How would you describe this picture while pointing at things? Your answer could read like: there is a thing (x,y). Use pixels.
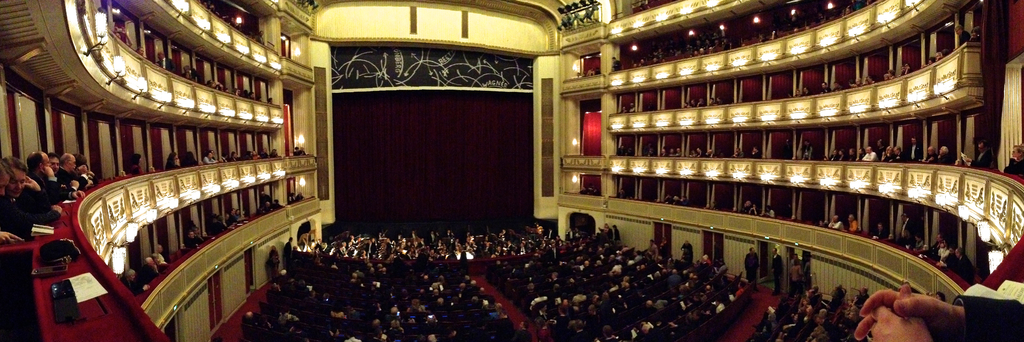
In this image at the bottom (356,311) there are group of people (820,308) who are sitting on chairs (354,285), and on the right side (1012,163) and left side (79,163) there are some people (93,173) who are sitting and also we could see some papers (85,284) and books (43,232) and lights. And in the center (463,143) there is a curtain (392,162), wall (567,138) and some lights (304,180).
